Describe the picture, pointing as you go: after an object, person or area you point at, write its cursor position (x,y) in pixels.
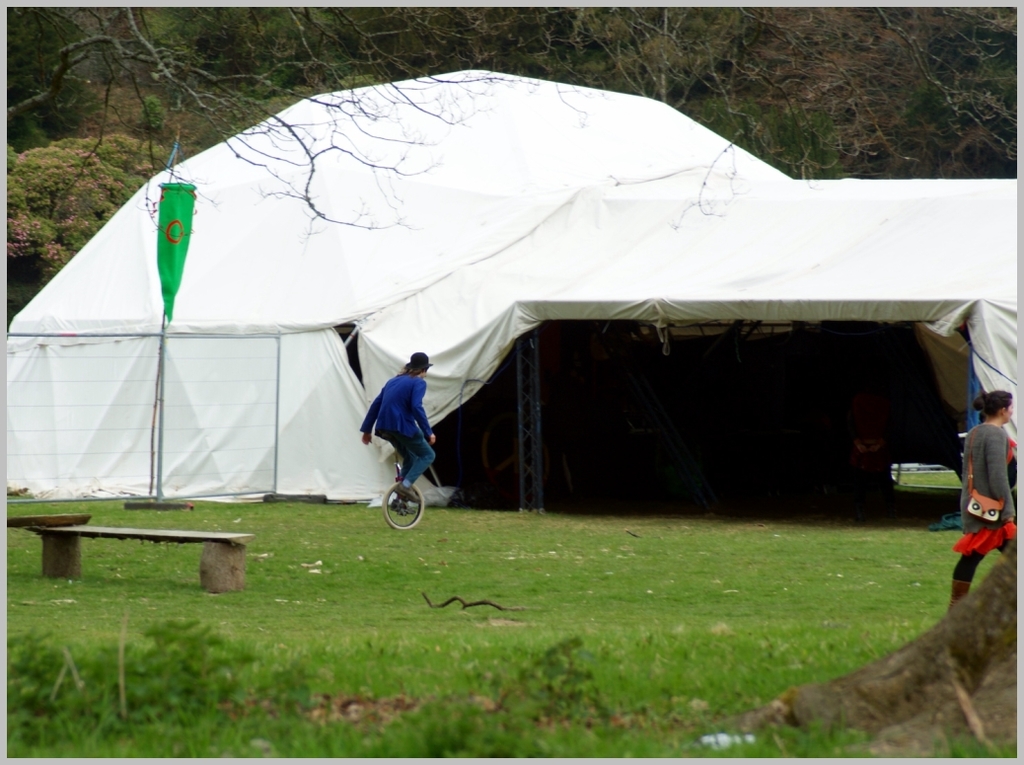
In this image there is a tent (819,284) truncated, there is a person (410,463) riding a vehicle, there is a person (997,442) walking towards the right of the image (978,545), there is an object (951,677) truncated towards the right of the image (870,695), there is grass (527,589), there is a bench (243,554), there is a flag (176,238) on the pole (159,448), there are plants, there are trees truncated at the background of the image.
